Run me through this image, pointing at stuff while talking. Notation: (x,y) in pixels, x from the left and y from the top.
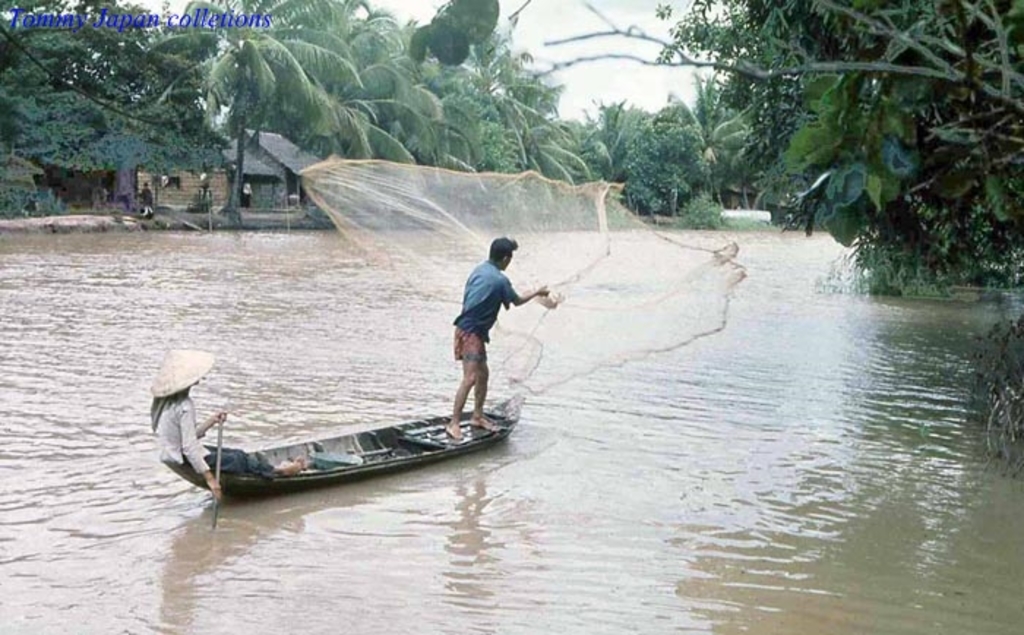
In this image I can see two persons (268,455) in the boat (413,429), the person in front wearing blue shirt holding a net (658,271). Background (185,158) I can see few houses (282,201), trees (444,116) in green color and the sky (626,72) is in white color.
